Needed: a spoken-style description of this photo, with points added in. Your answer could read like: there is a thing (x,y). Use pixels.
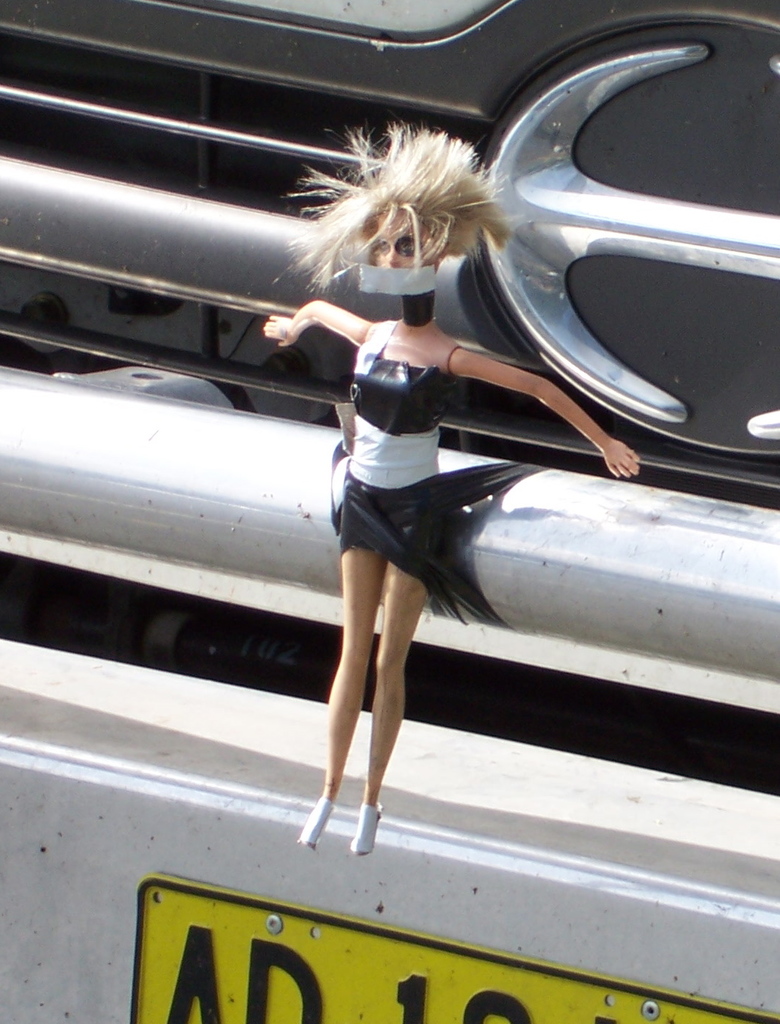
In this image I can see a doll (471,365) and I can see this doll (356,509) is wearing black color dress (384,431). On the bottom side of this image (197,893) I can see a yellow color board (339,956) and on it I can see something is written.
